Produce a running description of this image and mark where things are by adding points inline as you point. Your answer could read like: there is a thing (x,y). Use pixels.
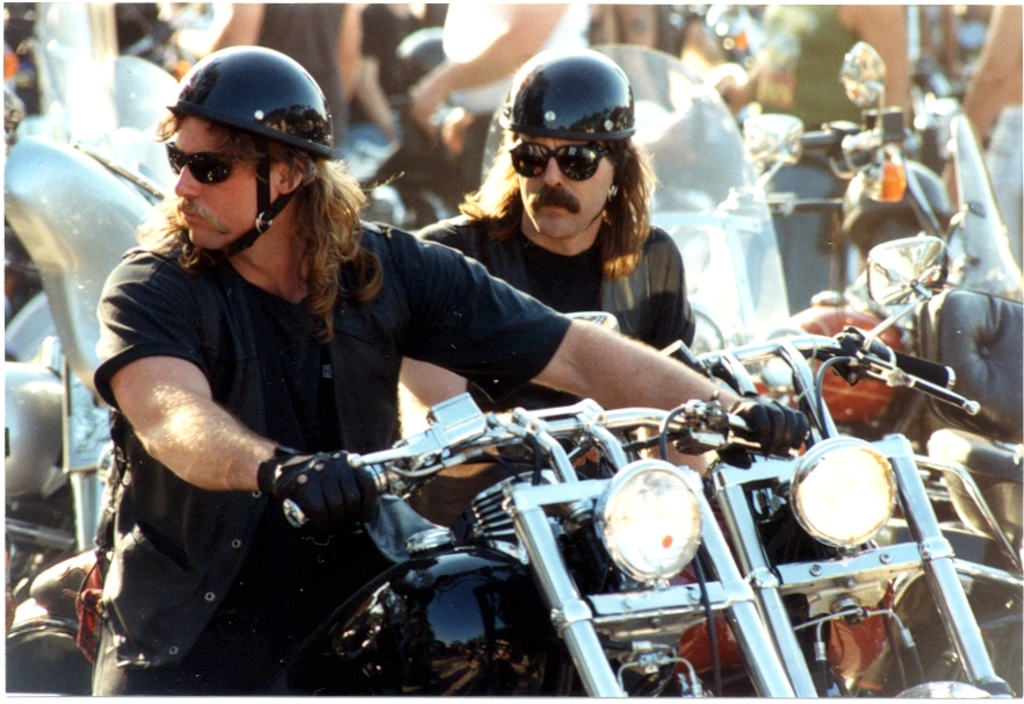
In this image I see 2 men (607,367) who are sitting on the bikes (782,342) and there are lot of bikes (13,442) and people (800,168) in the background (1006,231).
